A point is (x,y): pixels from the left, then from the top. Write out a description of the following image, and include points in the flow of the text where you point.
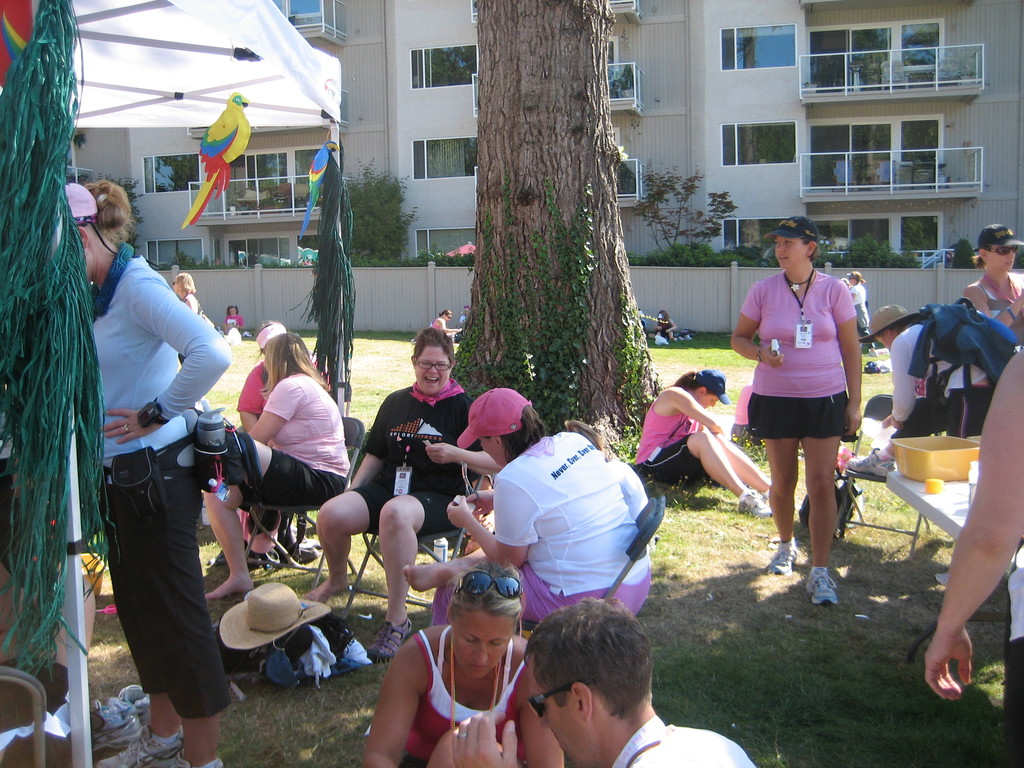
In this image we can see a few men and women (294,441) wearing hats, standing and seated on chairs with a smile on their face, in the background of the image (303,188) there is a tree (544,158), a building (464,117) and a tent (181,120).
